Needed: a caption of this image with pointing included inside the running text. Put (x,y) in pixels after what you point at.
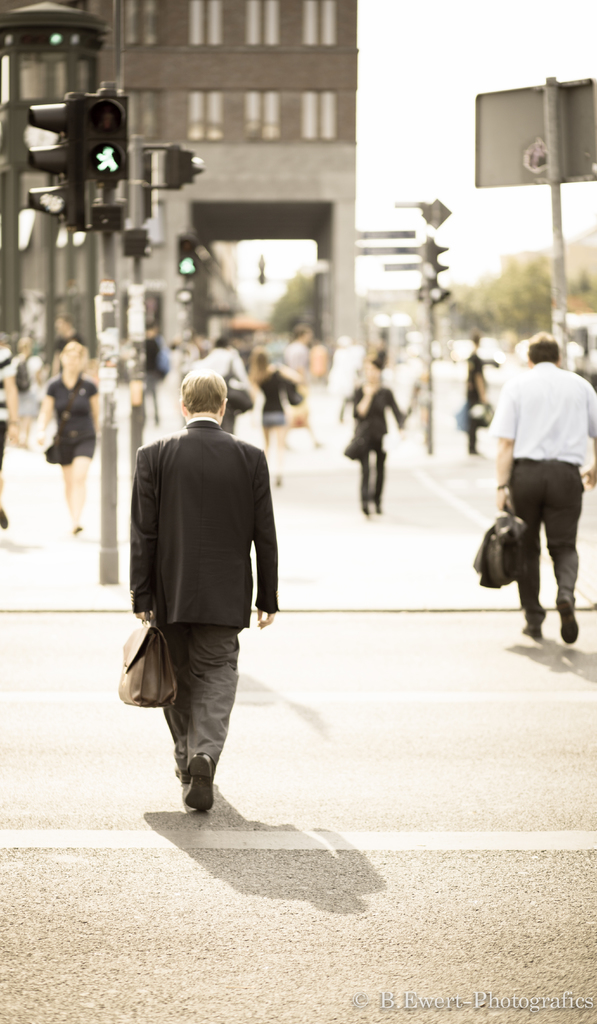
In this picture I can see the path (38,539) in front (323,690), on which there are number of people (314,355), few traffic signals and few poles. In the background (97,67) I see a building (279,94) and I see that it is blurred.
